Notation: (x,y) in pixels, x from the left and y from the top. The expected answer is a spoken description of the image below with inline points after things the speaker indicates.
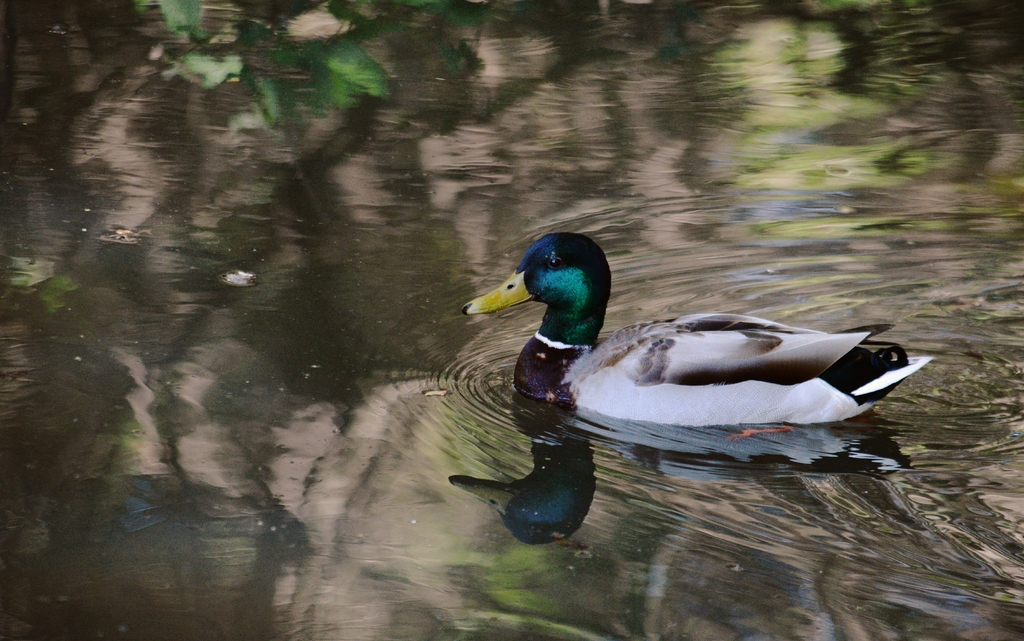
In this image we can see a duck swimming in the water (508,385). Here we can see the reflection (484,94) of trees (230,63) in the water (332,110).
